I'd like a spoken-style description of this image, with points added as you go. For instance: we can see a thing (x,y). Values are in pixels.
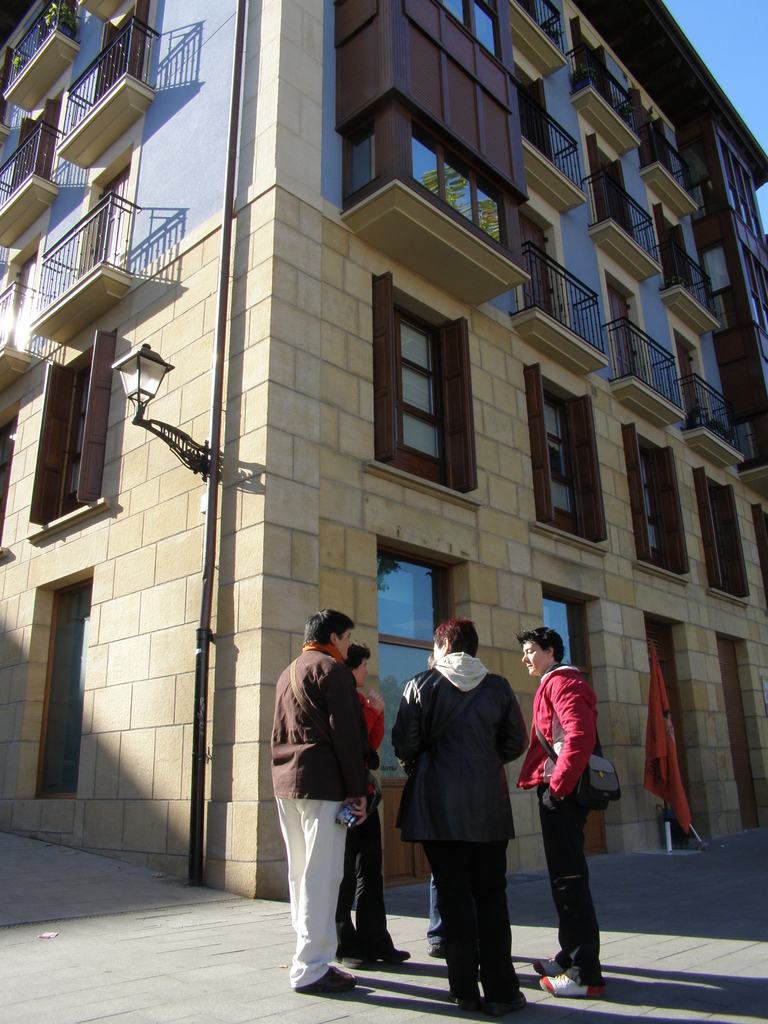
In this image there are five persons (430,773) standing on the floor (426,975) and talking with each other. In the background (295,281) there is a building (231,283). On the left side (85,107) we can see that there are balconies (91,144). On the right side (546,505) there are windows (436,428).
